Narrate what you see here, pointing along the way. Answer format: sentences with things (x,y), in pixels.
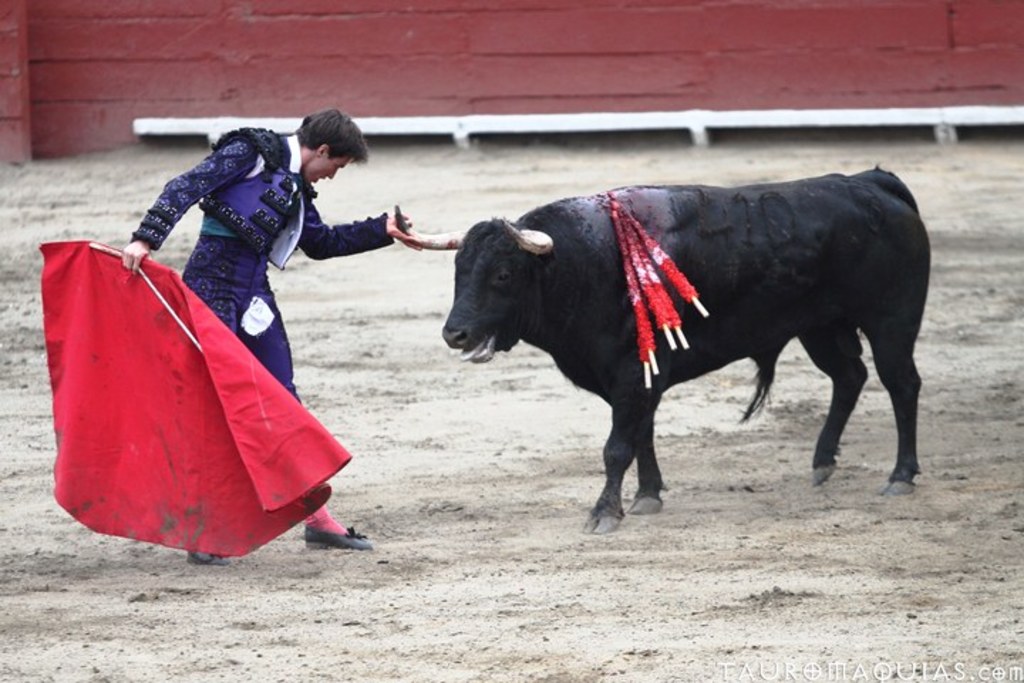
In this image we can see a bull (535,224) on the land (463,486). In front of the bull (565,298), one man (277,179) is present. He is wearing purple color dress (250,232) and holding red color object (215,396) in his hand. There are some sticks (659,296) on the bull (628,310). In the background (480,113), we can see the wall (305,100). There is a watermark (828,664) in the right bottom of the image (867,671).
